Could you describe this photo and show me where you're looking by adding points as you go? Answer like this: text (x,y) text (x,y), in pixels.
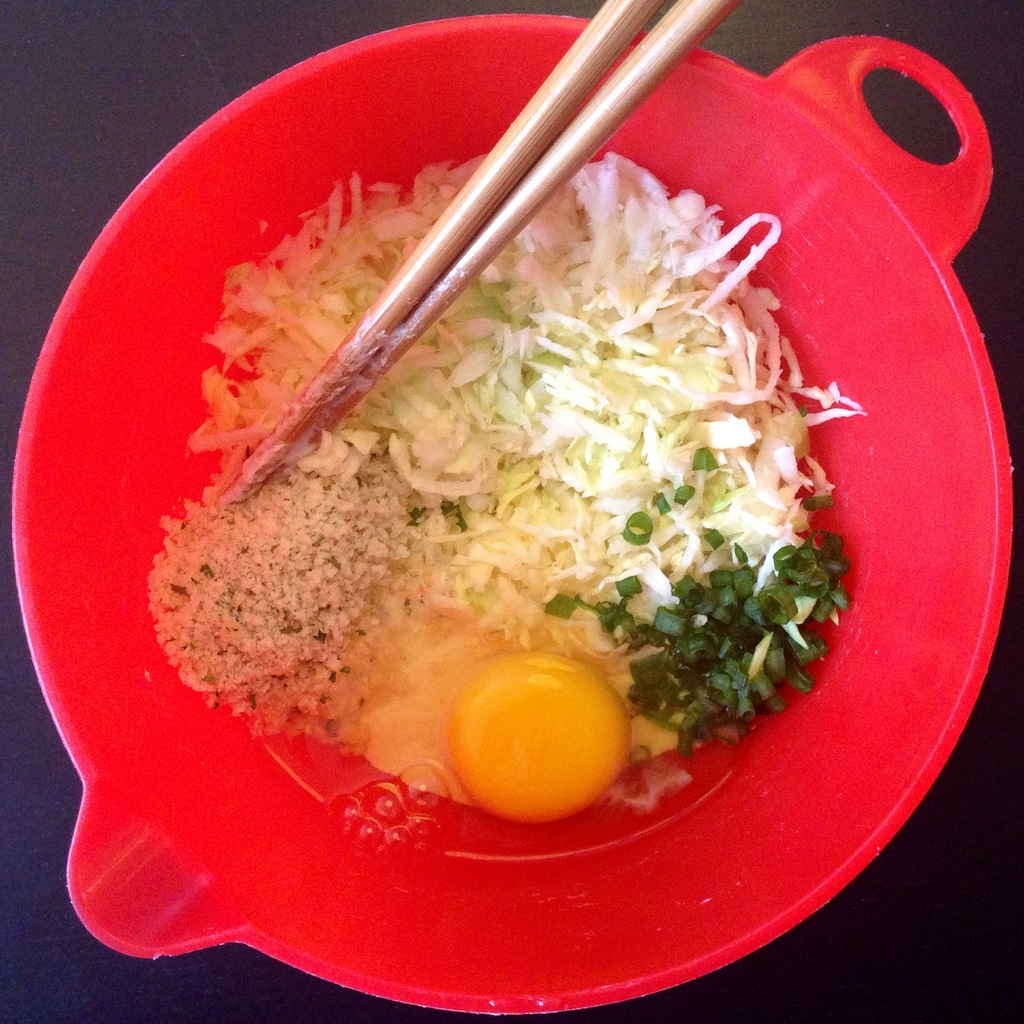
A food (252,403) is highlighted in this picture. This food (239,584) is presented in a red bowl (209,770) with chopsticks (572,171). This is a egg yolk (599,697).
